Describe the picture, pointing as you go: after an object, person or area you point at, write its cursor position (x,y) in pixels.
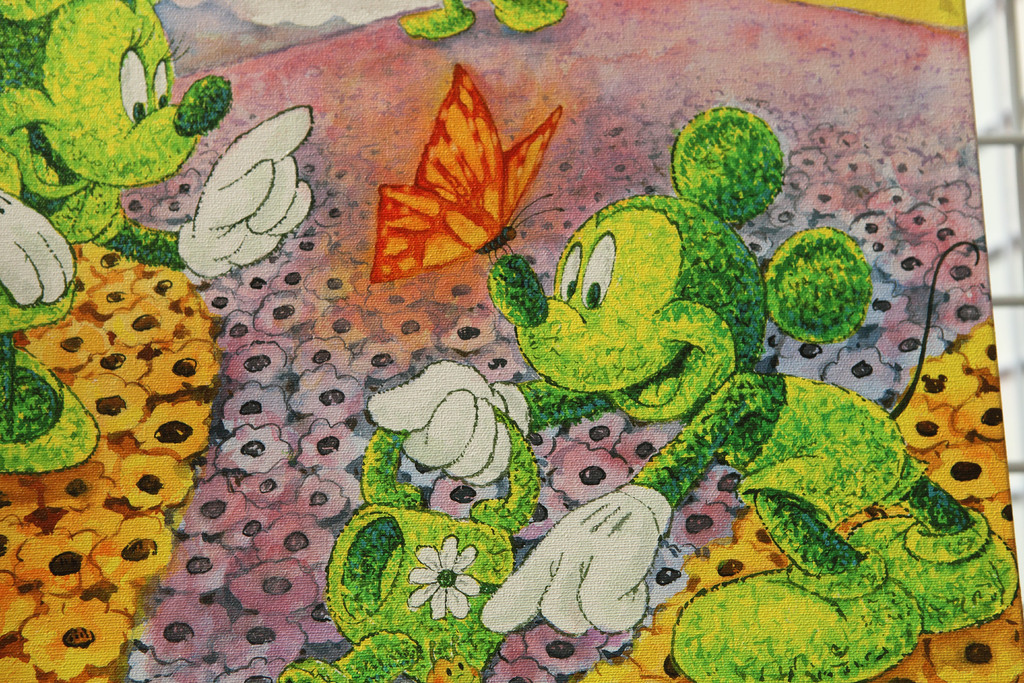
In this image I can see the drawing (465,431) of two cartoons (469,420) which are in green color. I can see one cartoon (592,372) is holding the jug (376,572) and there is a butterfly (456,250) on the cartoon (562,367). I can see the drawing (503,380) is colorful.
